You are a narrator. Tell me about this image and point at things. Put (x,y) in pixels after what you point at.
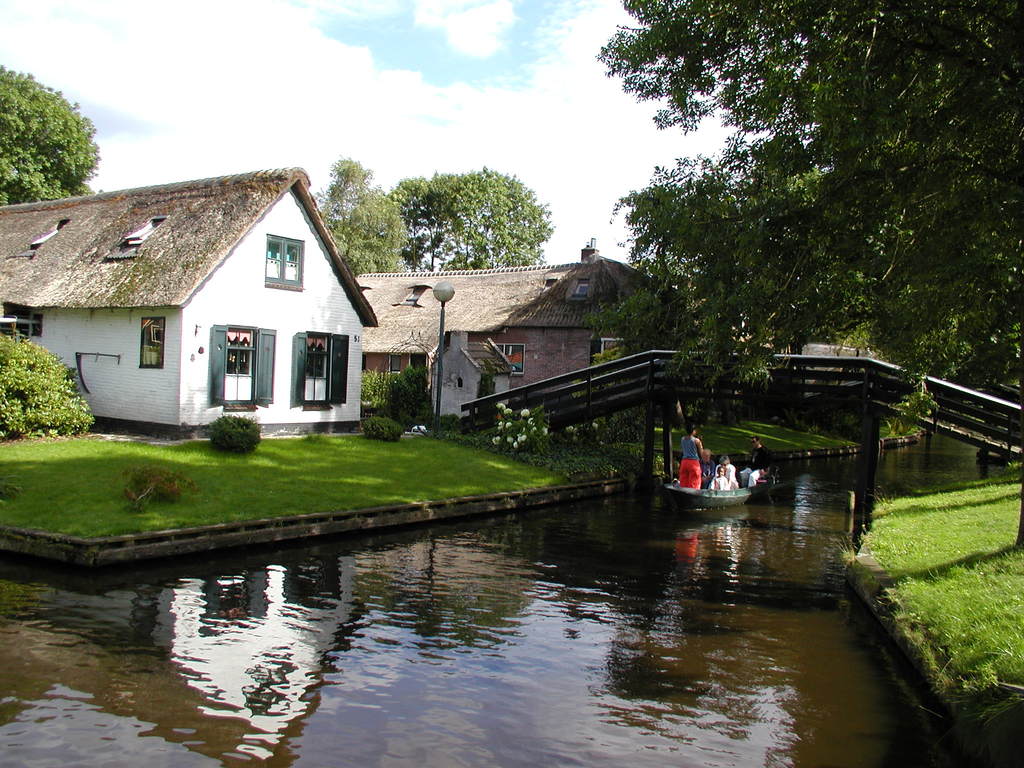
In this picture I can see the water (608,540) in the center (655,500) and I can see a boat (704,489) on which there are people (706,475) and I can see a bridge (594,406) and I can see the grass (1004,587) and trees (658,332) on both the sides of this picture. I can also see few plants (380,414). In the background (316,235) I can see the buildings (369,273), a light pole (438,419) and the sky (418,53).
